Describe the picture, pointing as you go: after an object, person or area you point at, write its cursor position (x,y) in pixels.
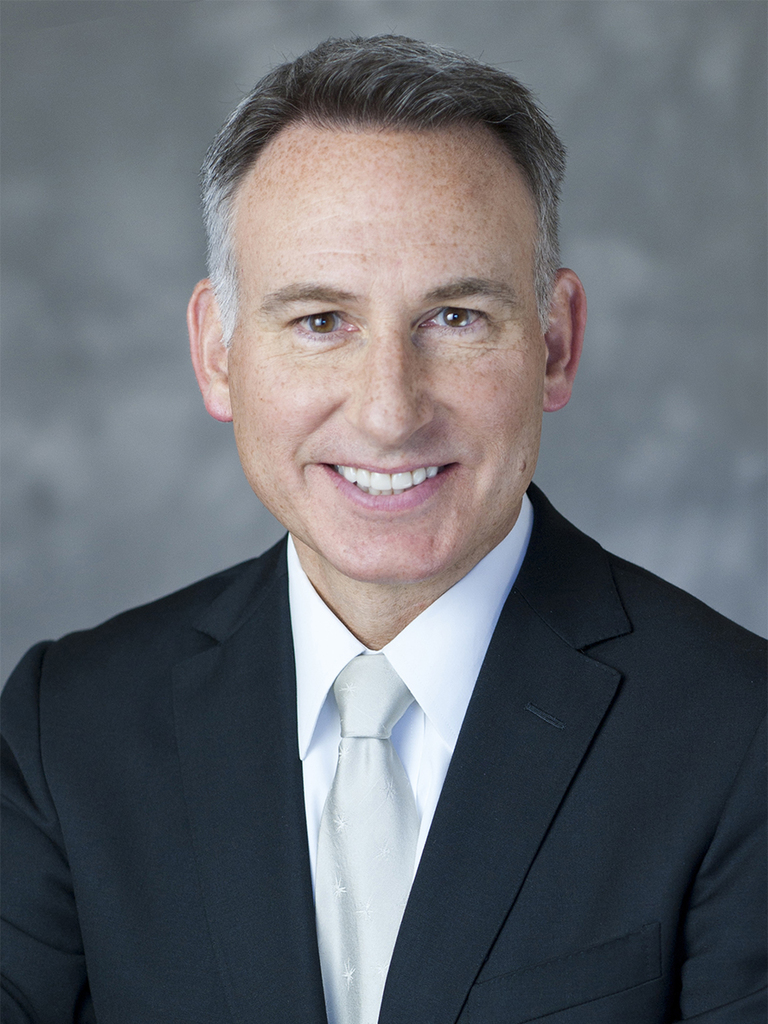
In this image we can see a person (340,652) with a smile (353,467) on his face (378,444).
